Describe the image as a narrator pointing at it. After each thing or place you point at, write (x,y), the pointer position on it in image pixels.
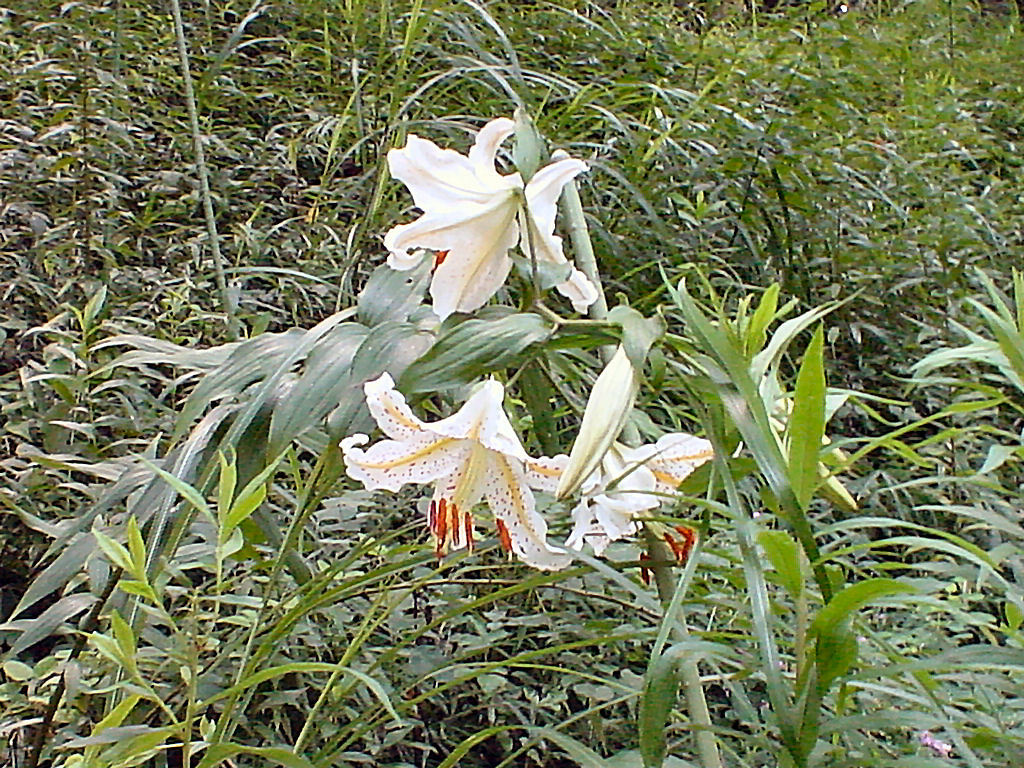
In this image I can see few plants (689,641) which are green in color and few flowers (607,438) which are white, cream and red in color. In the background (314,102) I can see few plants (314,102).
